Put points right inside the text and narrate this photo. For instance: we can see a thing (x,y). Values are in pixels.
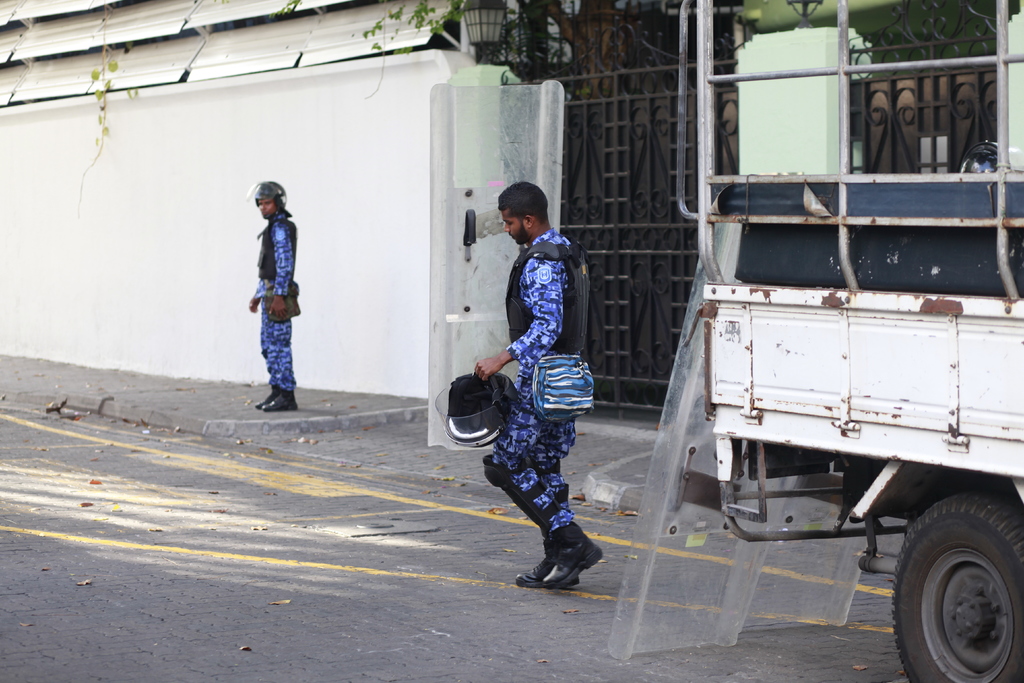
In the center of the image (540,335), we can see a person (526,361) wearing uniform (542,296) and a coat (569,328) and holding a helmet (487,405) and we can see a vehicle (720,424) on the road (466,503). In the background (283,269), there is another person (275,253) wearing helmet (274,192) and uniform (275,258) and we can see a building (292,42), lights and a gate (652,48).
